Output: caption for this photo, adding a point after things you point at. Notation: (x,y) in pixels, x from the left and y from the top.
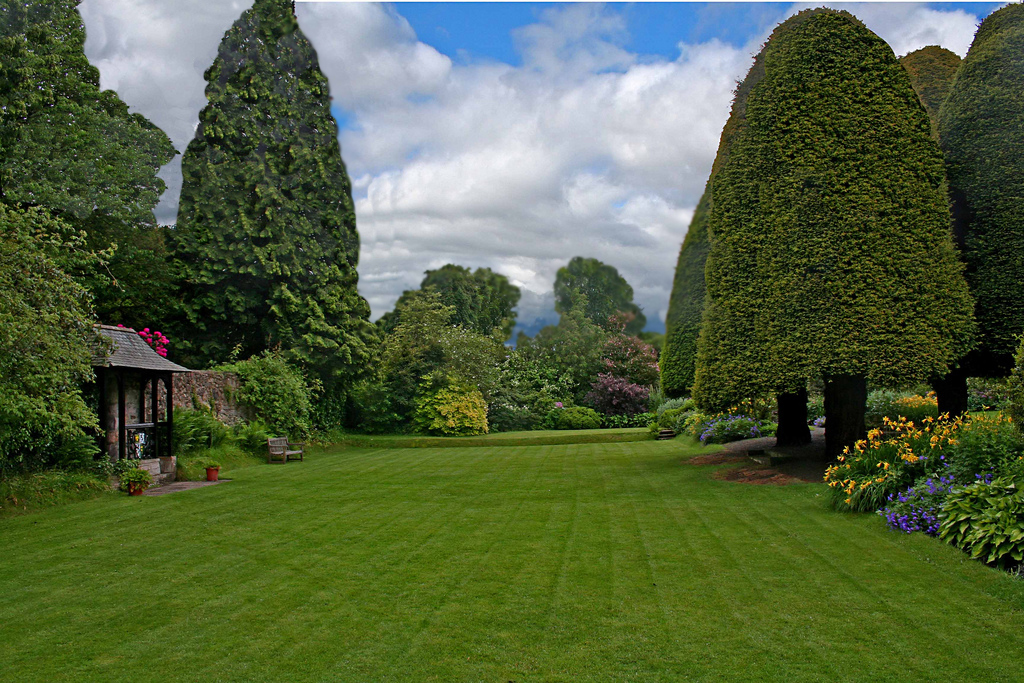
In this picture there is some grass (277,610) on the ground (488,560). On the right side (858,465) there are yellow and violet color flowers (879,432) to the plants (920,476). In the background (323,318) there are trees (429,329) and a sky (502,195) with some clouds (509,181).
